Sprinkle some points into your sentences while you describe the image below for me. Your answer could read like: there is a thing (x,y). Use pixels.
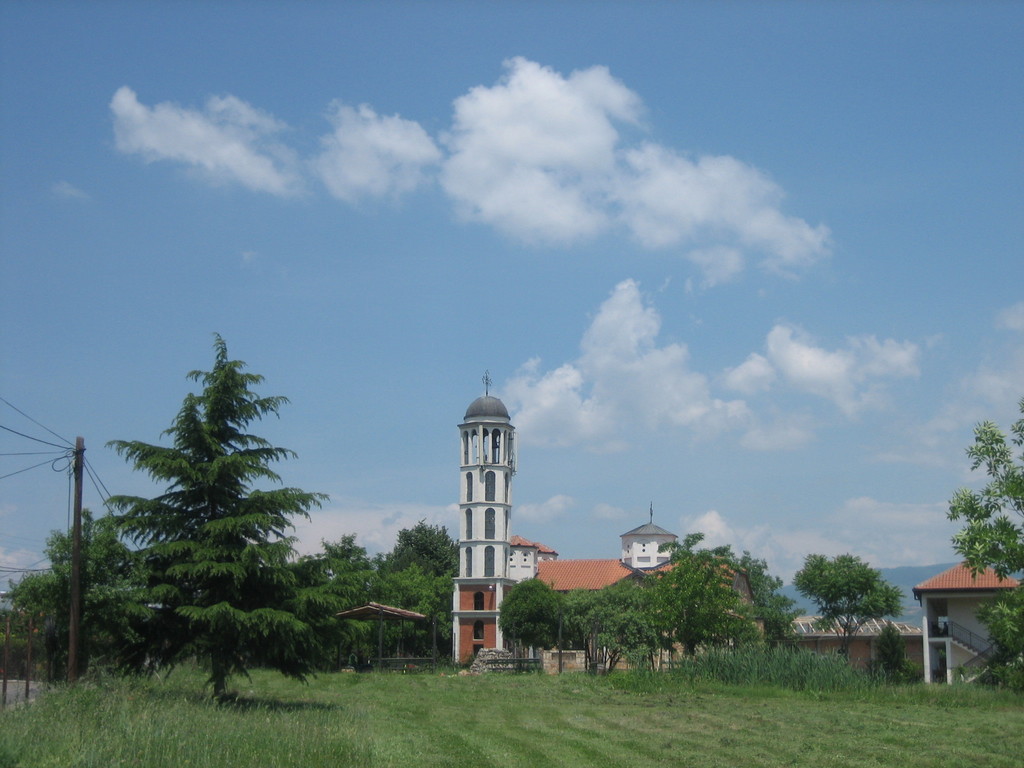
In this picture we can see the grass (284,726), poles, trees (732,601), buildings (464,608), wires (23,454) and in the background (848,302) we can see the sky (591,325) with clouds (567,95).
